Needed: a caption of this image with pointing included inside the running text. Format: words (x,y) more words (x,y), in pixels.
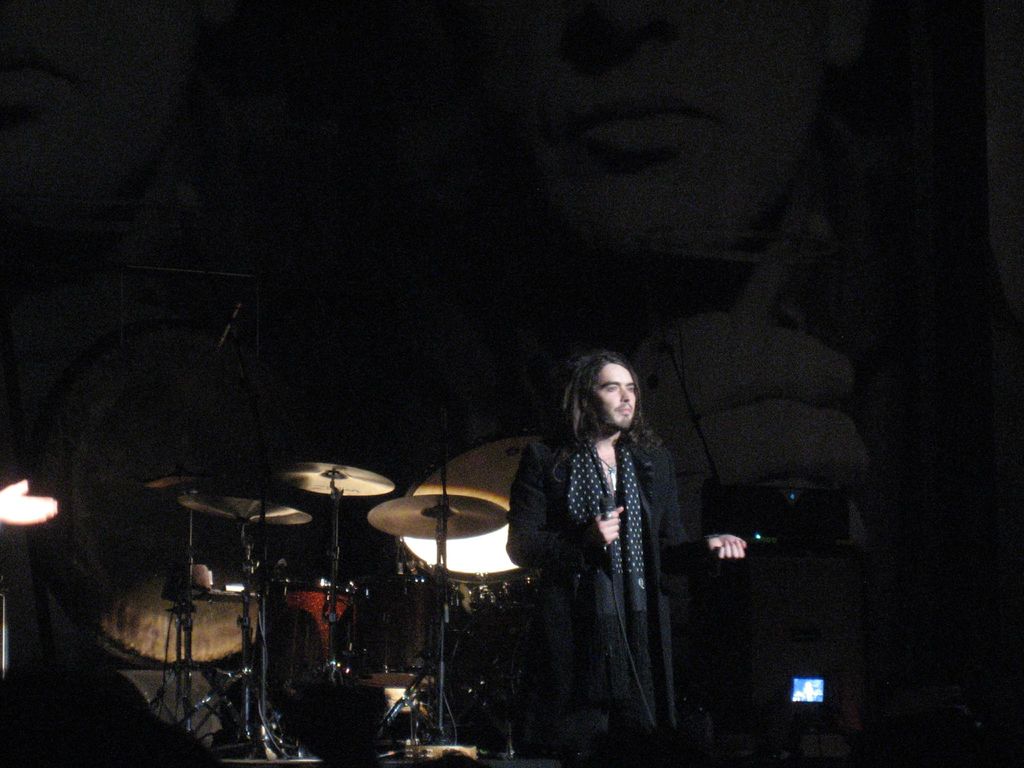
In this image we can see few people (645,547). There are few musical instruments (377,583) in the image. There is a dark background (765,205) in the image.
